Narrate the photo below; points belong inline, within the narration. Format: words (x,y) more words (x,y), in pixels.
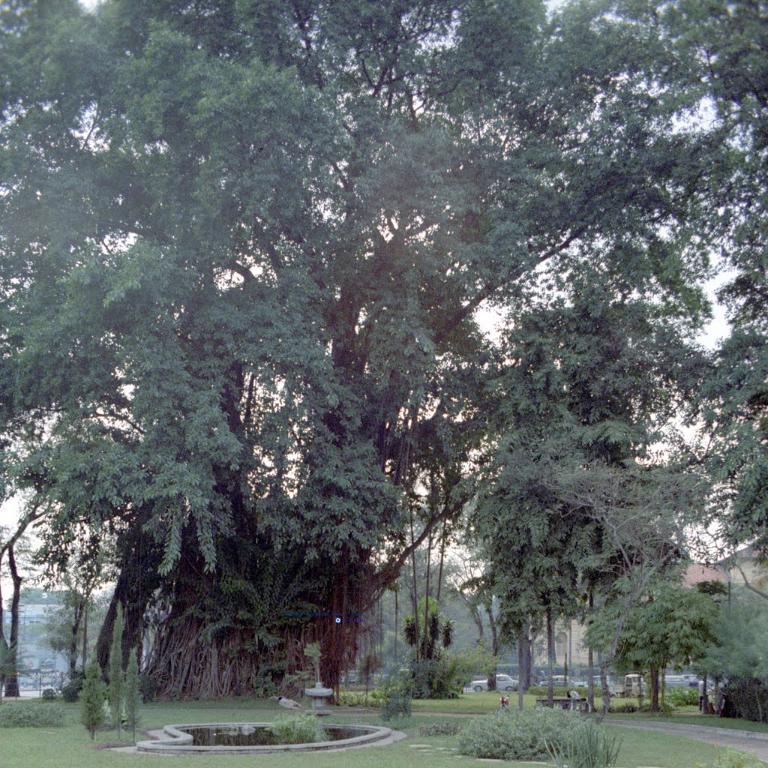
In this image I can see the road (711,737), some grass (43,730), few plants (741,763), few vehicles (634,677) on the road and few trees (288,396). In the background (689,342) I can see the sky (501,315).
